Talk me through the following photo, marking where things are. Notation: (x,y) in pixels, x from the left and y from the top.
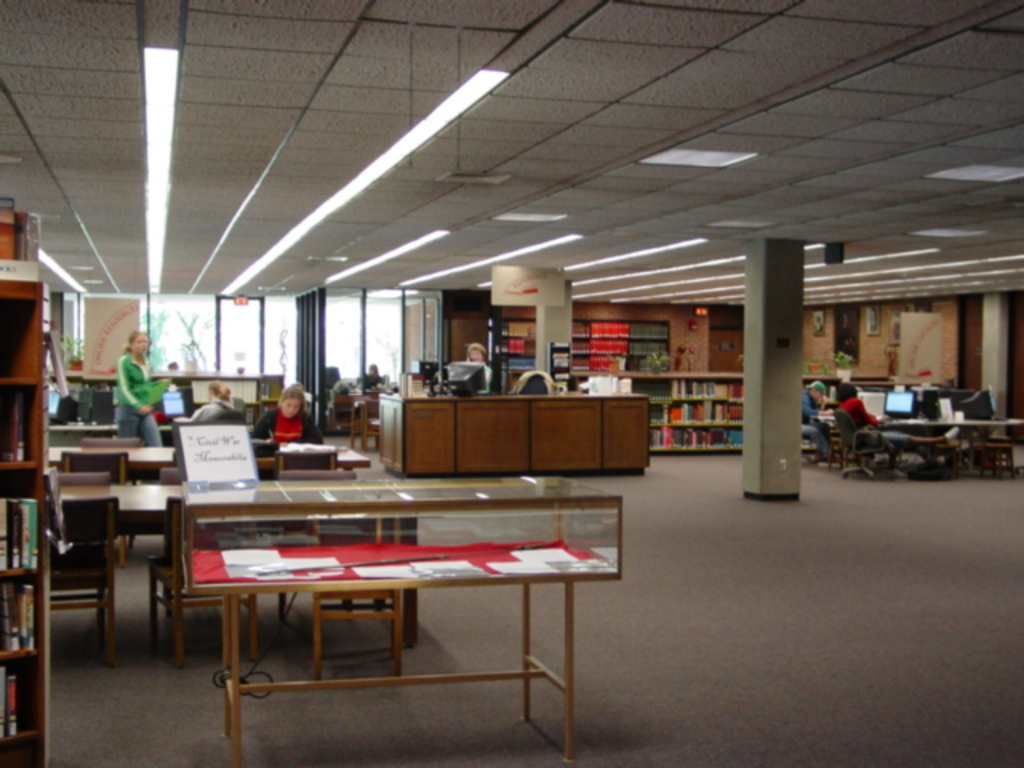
This picture is clicked inside. In the center (355,394) we can see the chairs (1001,451) and many number of tables (447,508) on the top of which many number of items (993,400) are placed and we can see the group of persons (281,434) sitting on the chairs (954,473) and there is a person (141,361) holding an object (152,392) and seems to be walking on the ground (378,471). In the background (726,420) we can see the cabinets (701,417) containing books (735,446) and we can see the roof (527,107), ceiling lights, windows (67,308) and many other objects (857,346).
